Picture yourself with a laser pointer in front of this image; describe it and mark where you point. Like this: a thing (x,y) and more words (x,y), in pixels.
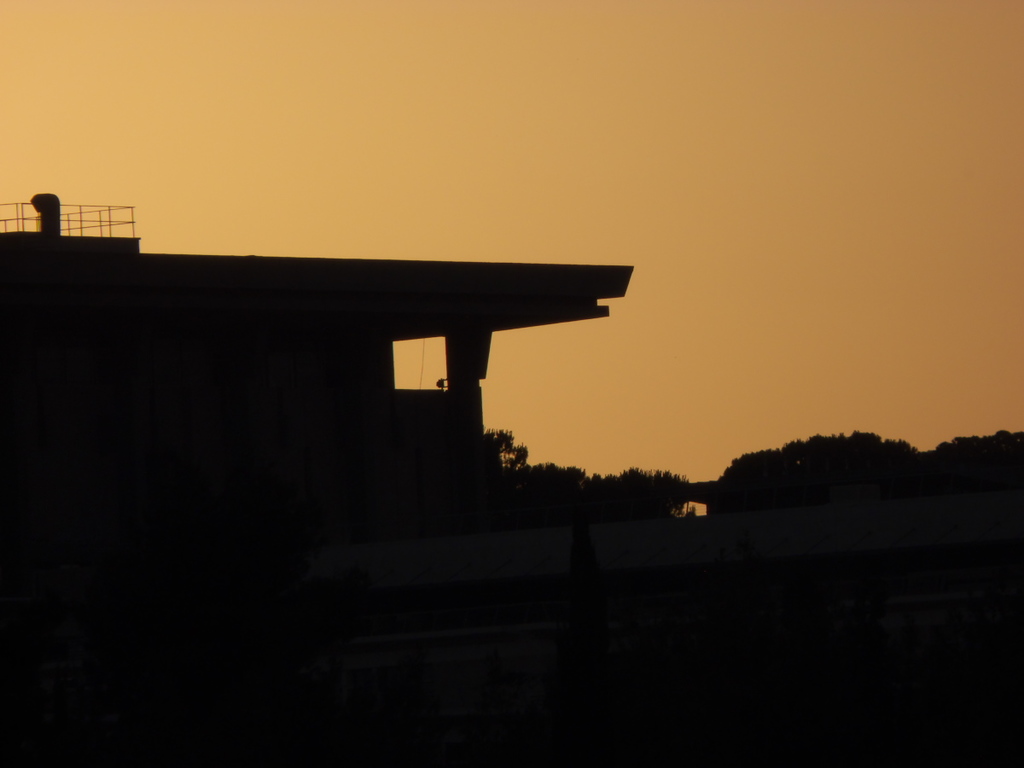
In this image, we can see a building (929,549). We can see some trees (633,515), plants (651,662) and the ground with some objects (940,602). We can also see the sky (651,401).
